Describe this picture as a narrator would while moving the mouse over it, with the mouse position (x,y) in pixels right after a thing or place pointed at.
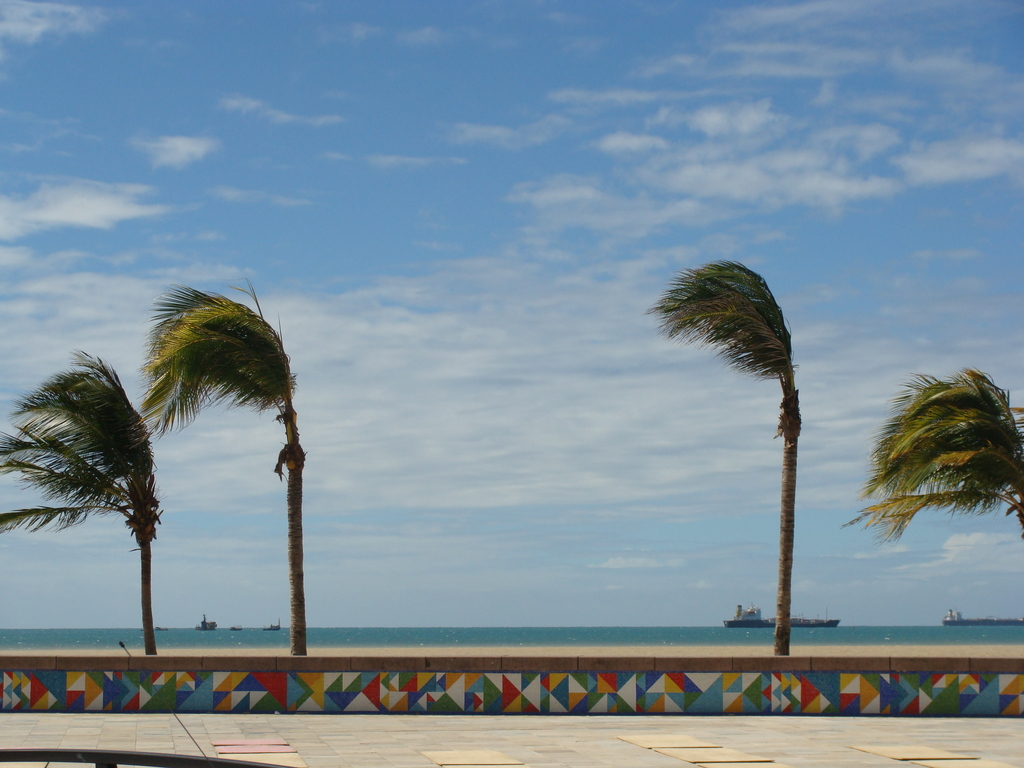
In this image there is floor (712,741) at the bottom (730,750). There are trees (147,612) and there is a curb (605,669) in the foreground (380,663). There is water (309,635), there are ships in the background (832,619). And there is sky (425,452) at the top (544,238).
